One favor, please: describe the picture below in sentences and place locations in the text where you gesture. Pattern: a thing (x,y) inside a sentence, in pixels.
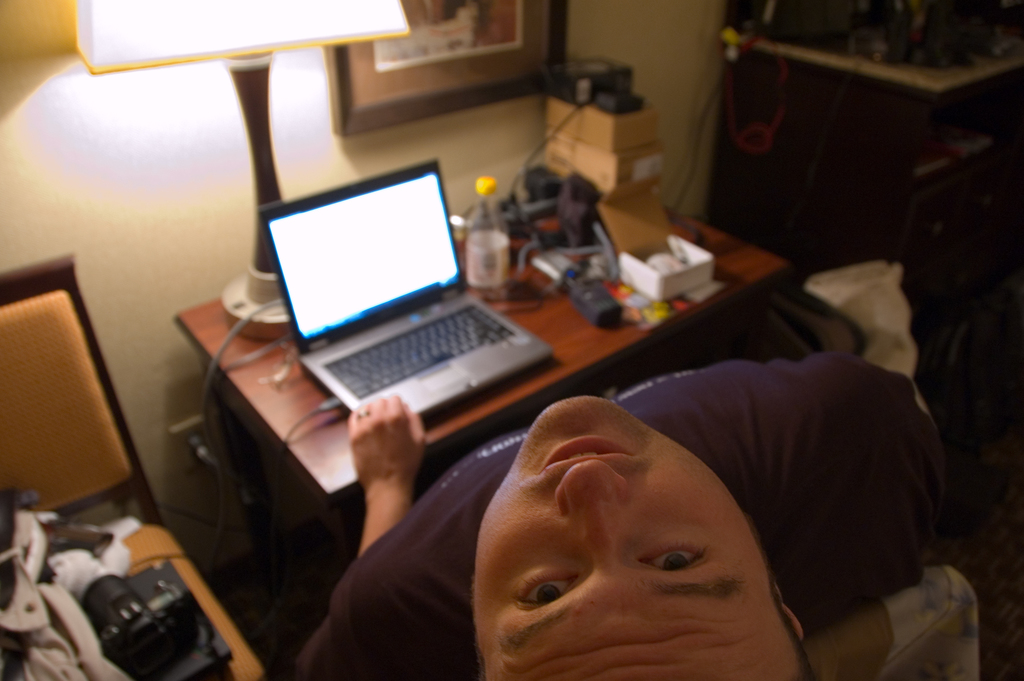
Sitting in the chair (939,641) and working in the laptop (310,279) and there is a lamp (119,21) in front of him he is tilted his head (674,460) up.
